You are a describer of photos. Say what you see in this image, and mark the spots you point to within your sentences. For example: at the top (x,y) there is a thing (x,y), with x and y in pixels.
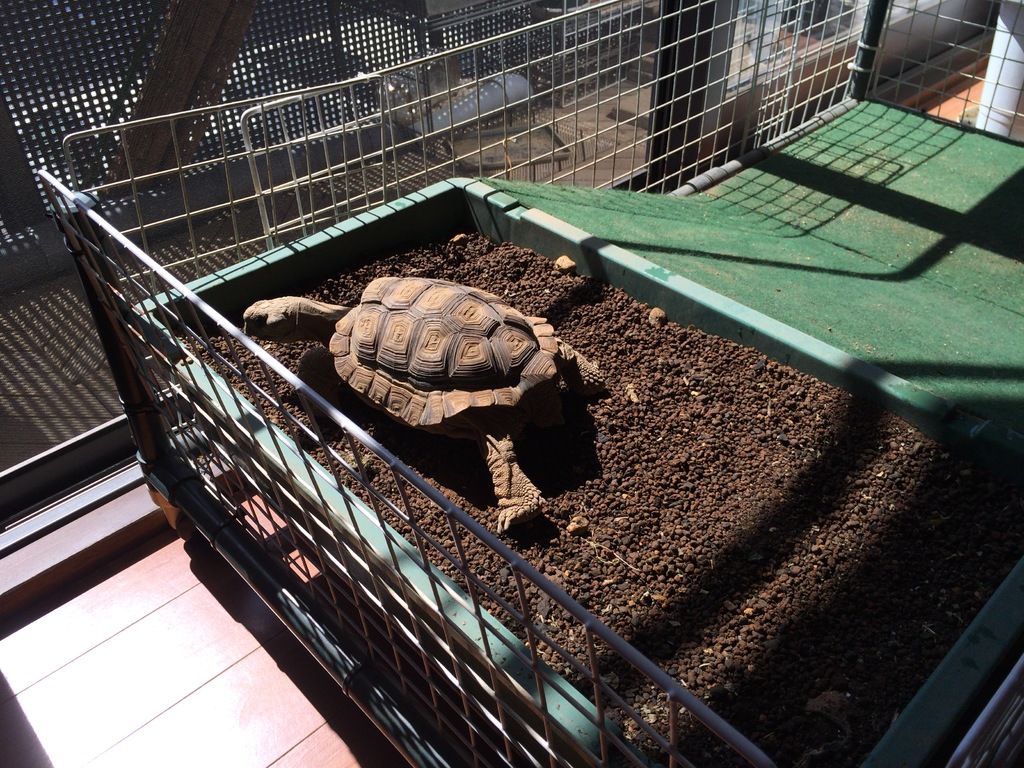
Here in this picture we can see a tortoise (390,314) present in a bin (263,284) and we can see some place (670,456) in the bin (257,273) is covered with sand (769,393) and other part (690,244) is covered with carpet (598,199) over there and we can also see a fencing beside it over there.
